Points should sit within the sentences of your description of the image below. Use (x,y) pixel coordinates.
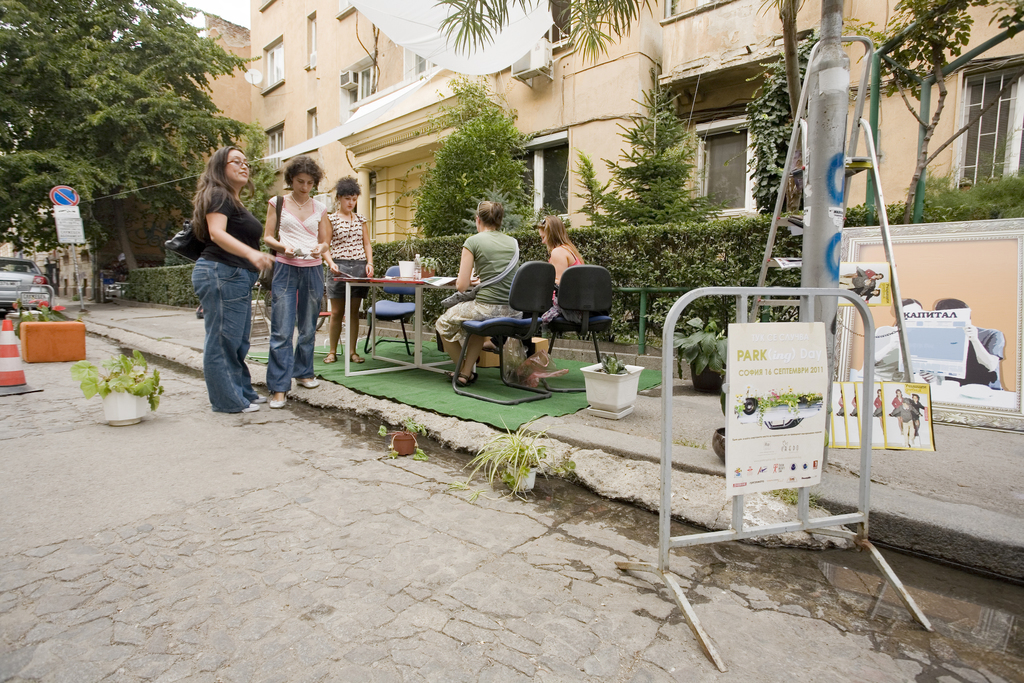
In this picture there are three women (290,276) standing. There is a bottle (421,277), bowl (409,263) on the table (376,282). There are two women (504,291) sitting on the chair (497,332). There is a flower pot (612,381) and a plant (606,357) on the path (641,429). There is a barricade (793,456), posters (851,422), ladder (902,342), some plants (763,205) and building (906,181) to the right (926,210). To the left (28,138), There is a tree (53,223), signboard (68,214), car (16,277), traffic cone (12,392) and a flower pot (109,404). There is a green carpet (427,384) on the path (94,405).
